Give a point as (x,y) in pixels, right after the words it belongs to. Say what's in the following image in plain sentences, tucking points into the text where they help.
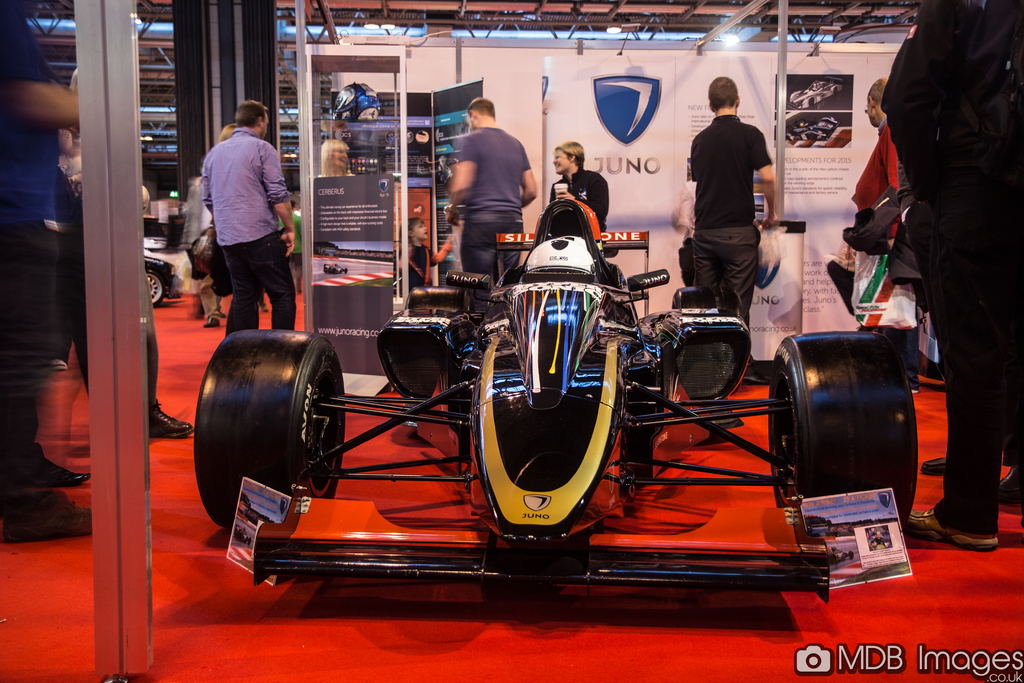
In this image, we can see a group of people (966,330) and vehicle (457,390). Here we can see a vehicle wheel (155,292), rods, banners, board (864,551) and light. Right side (961,665) bottom corner, we can see a watermark (877,665) in the image.
